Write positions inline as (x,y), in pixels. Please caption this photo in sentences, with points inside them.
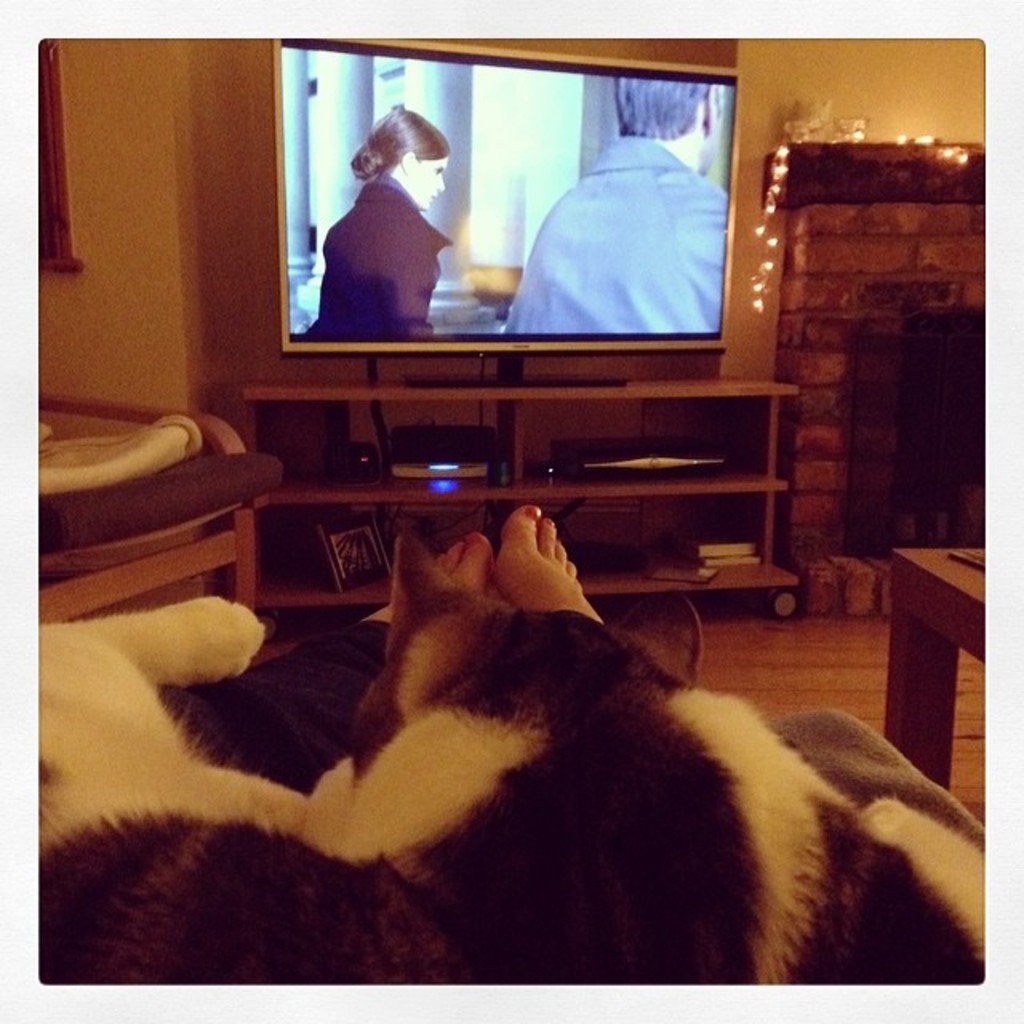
In the image there is cat (577,821) slept on legs (331,718) of a person (540,582). In the front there is tv (405,130), down its player (643,448) and books (720,558) In shelf (372,494). On beside that there is firewood chimney tunnel (926,441).
